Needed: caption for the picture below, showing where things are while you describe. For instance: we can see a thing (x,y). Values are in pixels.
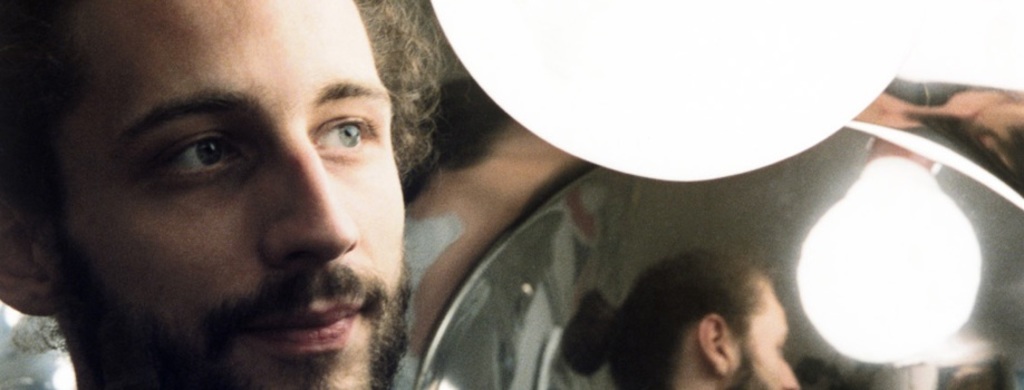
This image consists of a man (230,328). On the right (773,235), we can see a mirror (733,245) along with a light (605,58).
